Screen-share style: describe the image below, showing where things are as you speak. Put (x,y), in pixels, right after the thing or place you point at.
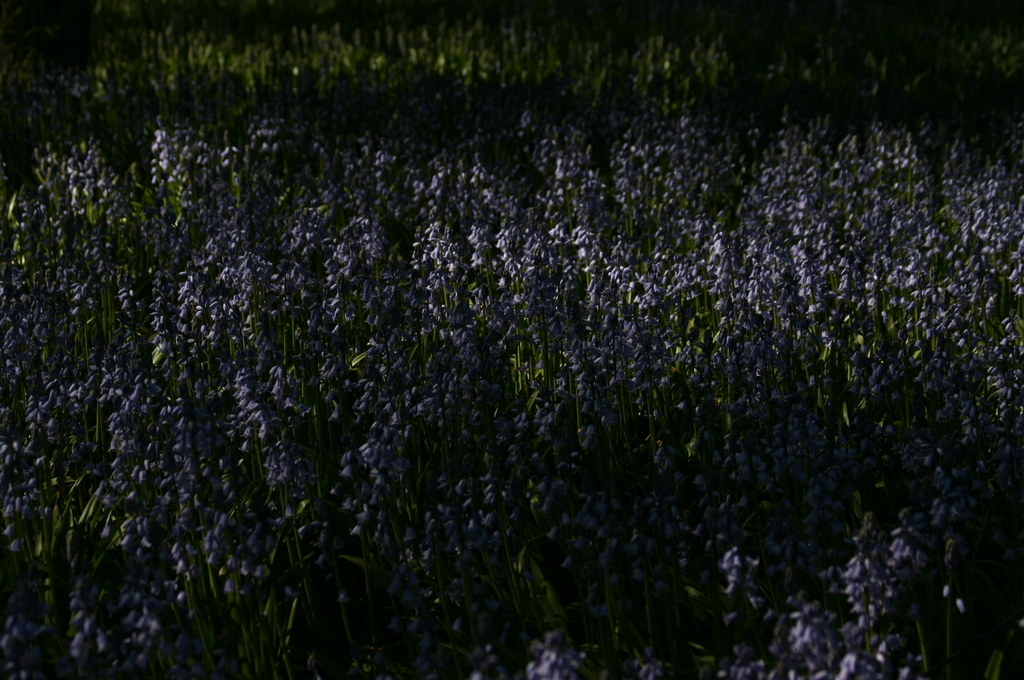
In this picture I can see number of plants (312,105) and I see flowers (386,166) which are of purple in color.
